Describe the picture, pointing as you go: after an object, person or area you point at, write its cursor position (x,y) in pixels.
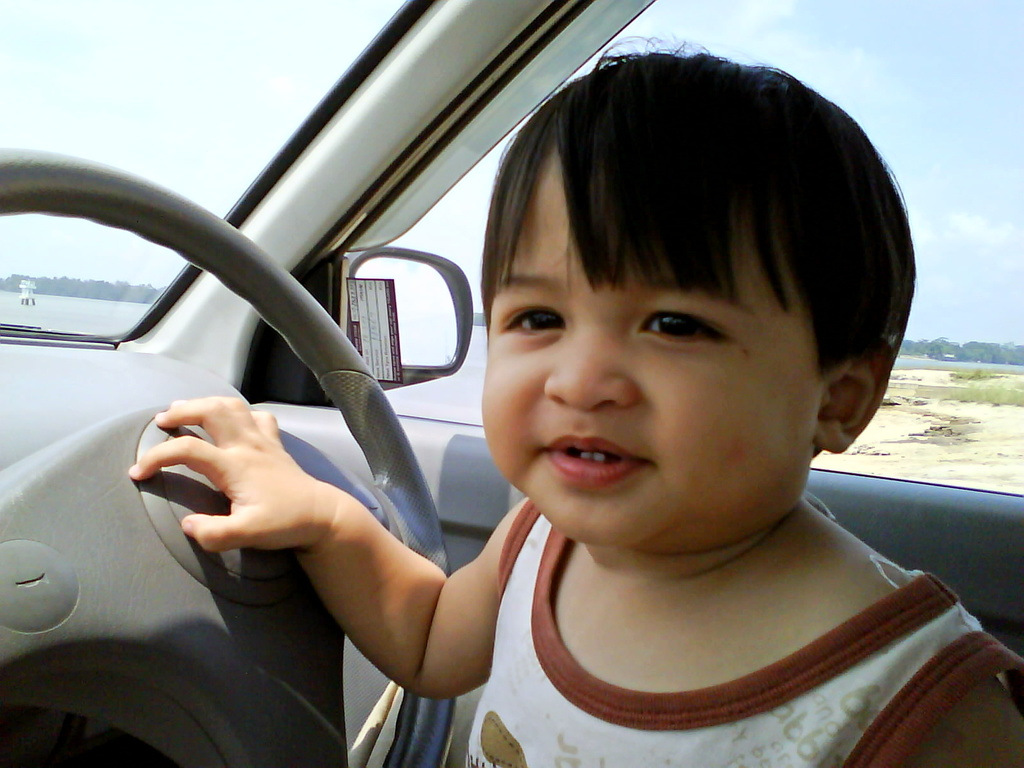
In this picture i could see a kid (526,586) holding a steering (140,556), it seems like he is sitting in the car (367,272). In the background (847,98) i could see a cloudy sky (954,185).
